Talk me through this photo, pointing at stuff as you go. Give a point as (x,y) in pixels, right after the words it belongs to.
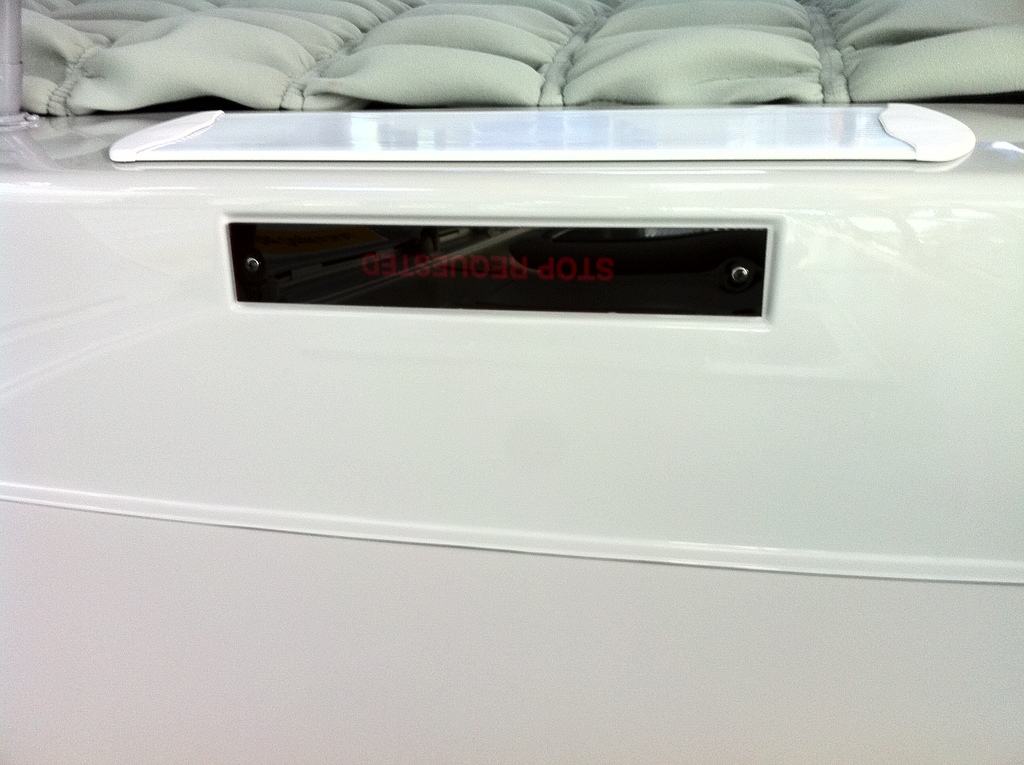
As we can see in the image there is a white board (638,600) and digital board (682,282).
